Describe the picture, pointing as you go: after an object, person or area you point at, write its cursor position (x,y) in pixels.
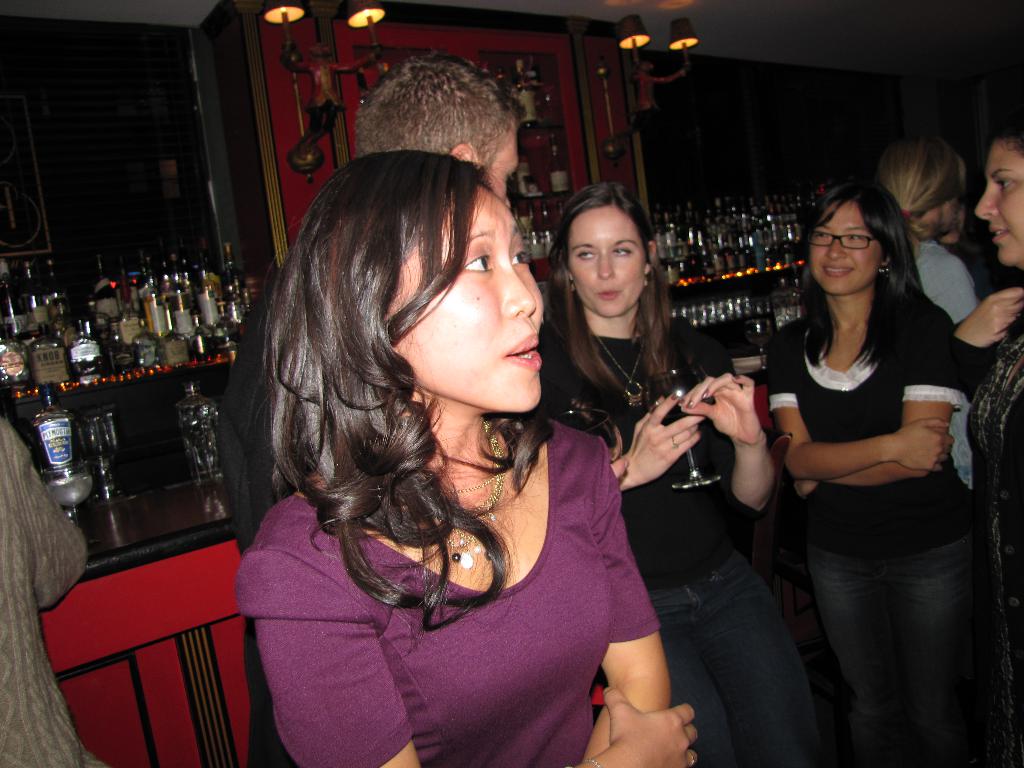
In this image I can see the group of people (634,367) with different color dresses (628,351). In the background (184,425) I can see many wine bottles (198,447) and glasses (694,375). I can also see the lights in the top (358,9).
